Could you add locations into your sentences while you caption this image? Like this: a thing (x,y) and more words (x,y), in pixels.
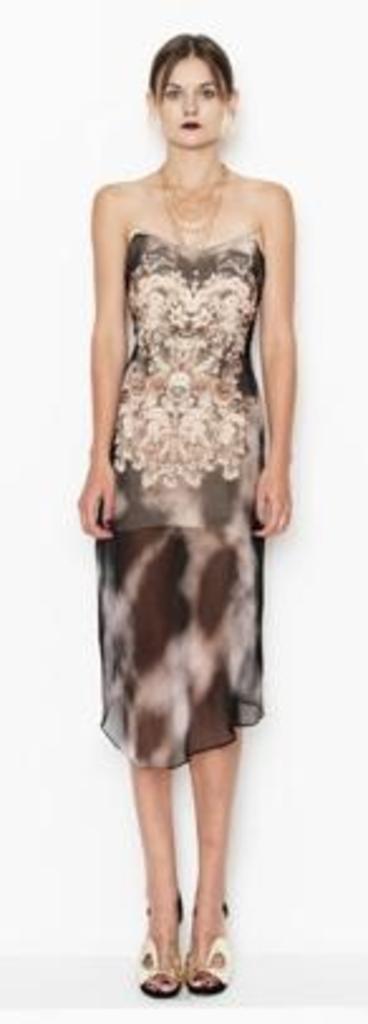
In this image, I can see the woman (223,301) standing. She wore a dress (164,450), necklace (177,222) and sandals (204,978). The background (244,948) looks white in color.
